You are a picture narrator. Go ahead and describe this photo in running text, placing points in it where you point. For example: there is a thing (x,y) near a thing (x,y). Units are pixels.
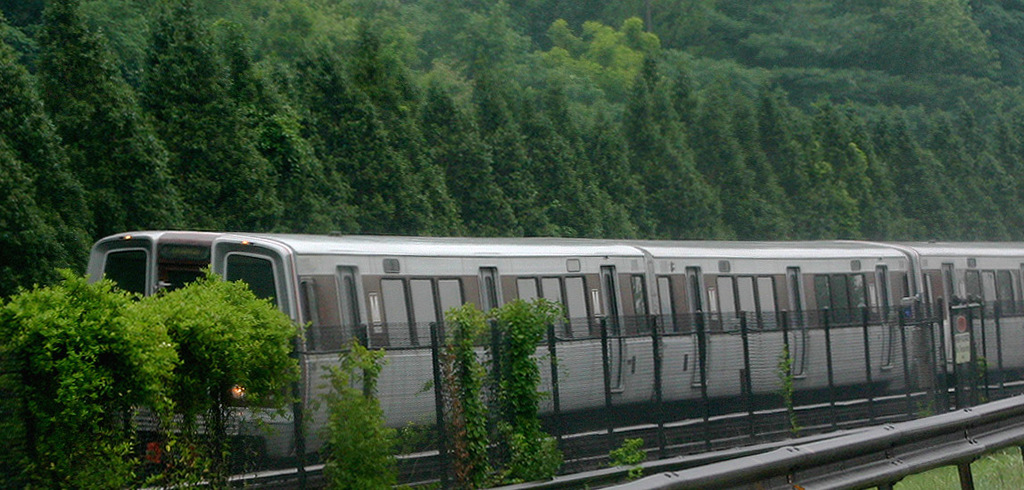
In the middle of the picture (576,272), we see the metro train (427,291). Beside that, we see the fence (301,415) and the tree (480,411). At the bottom (836,430), we see the railing (871,453) and the grass (980,469). There are trees (721,156) in the background (366,100).
